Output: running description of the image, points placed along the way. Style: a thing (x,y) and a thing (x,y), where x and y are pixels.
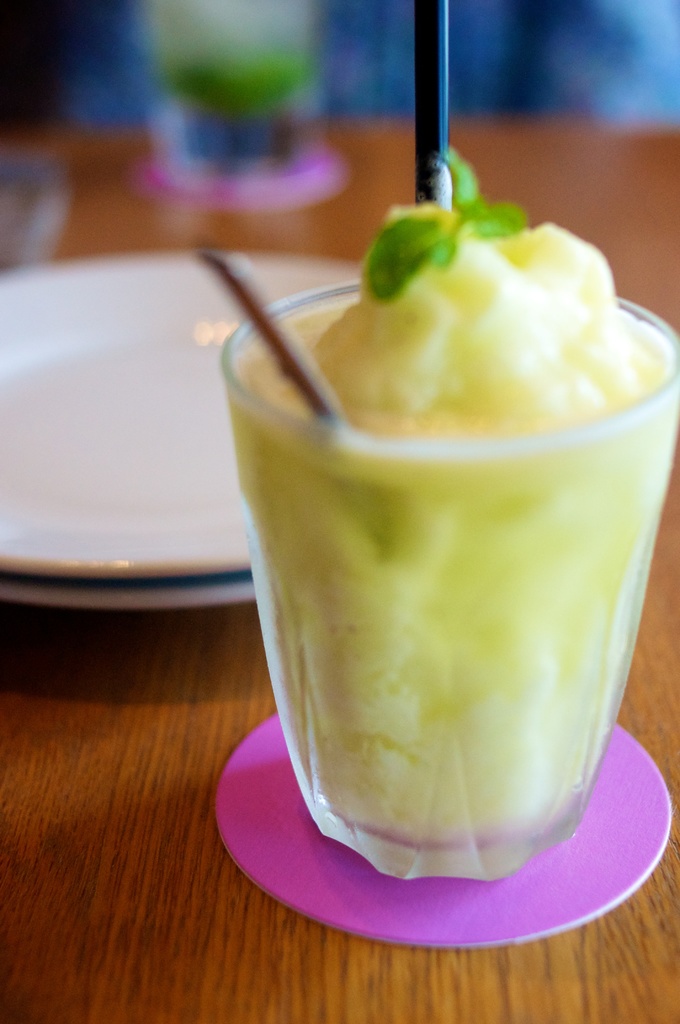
In this image in the foreground (422,683) there is one glass (437,633), and in the glass (449,548) there is ice cream (372,416) and spoon (282,371). And at the bottom (104,718) there is a table (167,679), and on the table (191,712) there are some plates (171,290) and glass (173,91).
